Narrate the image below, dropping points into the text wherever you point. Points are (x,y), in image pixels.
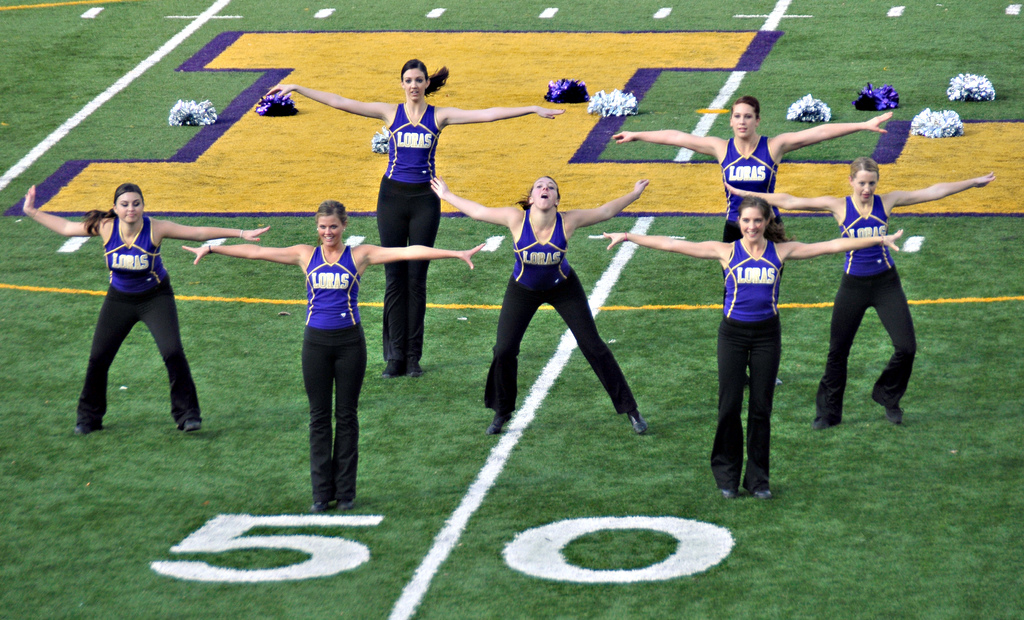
In this image we can see a few women (799,245) wearing blue T-shirts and black pants (317,371) are standing on the ground (450,370). Here we can see a number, some text (237,152) and pom poms (955,97) kept on the ground (361,151).
